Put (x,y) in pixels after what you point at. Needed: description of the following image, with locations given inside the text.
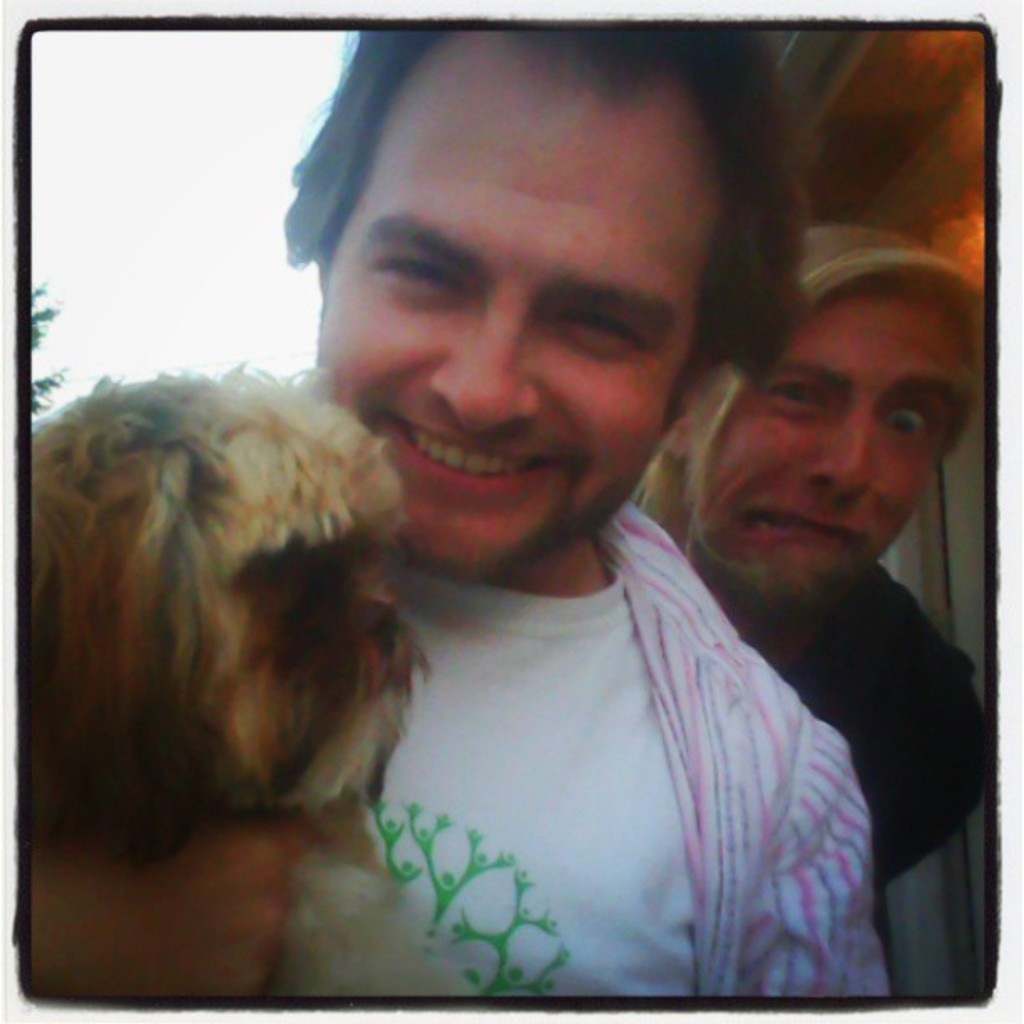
In this picture we can see two people (636,318). We can see a person (474,228) holding a dog (311,805) and smiling. There are other objects (961,486) and the sky (122,124).
